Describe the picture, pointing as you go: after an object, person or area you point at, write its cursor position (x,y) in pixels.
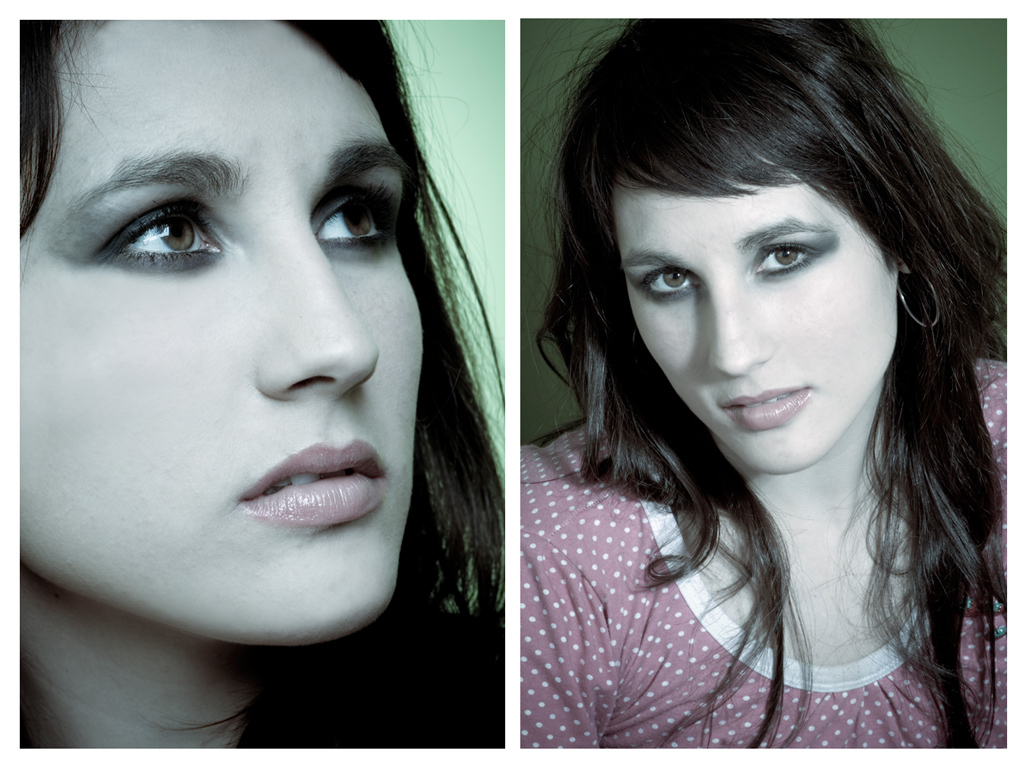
In this picture there are two frames (838,278). On the right (799,682) there is a woman (706,518) who is wearing t-shirt (794,688) and earring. She is sitting near to the wall (987,118). On the left (165,662) i can see same woman (163,664) who is giving a pose.
